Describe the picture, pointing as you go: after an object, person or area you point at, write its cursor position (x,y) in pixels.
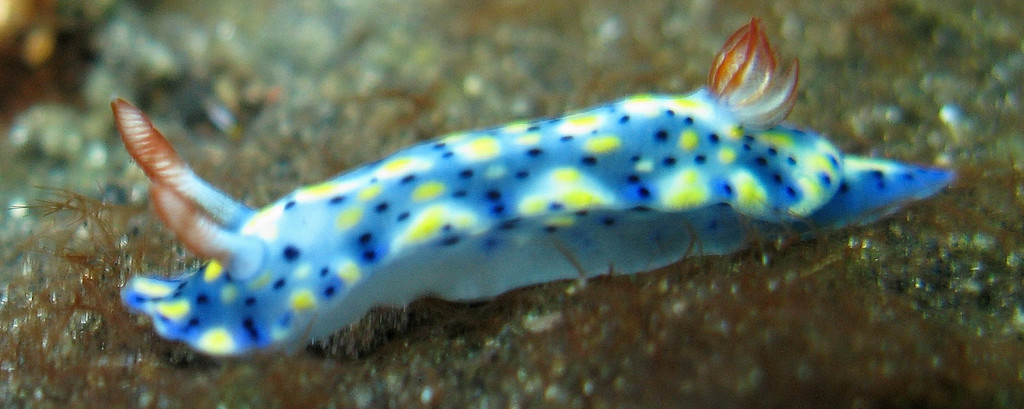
In this image I can see the aquatic animal (634,98) in blue, white, yellow and brown color. Background (578,93) is blurred.
